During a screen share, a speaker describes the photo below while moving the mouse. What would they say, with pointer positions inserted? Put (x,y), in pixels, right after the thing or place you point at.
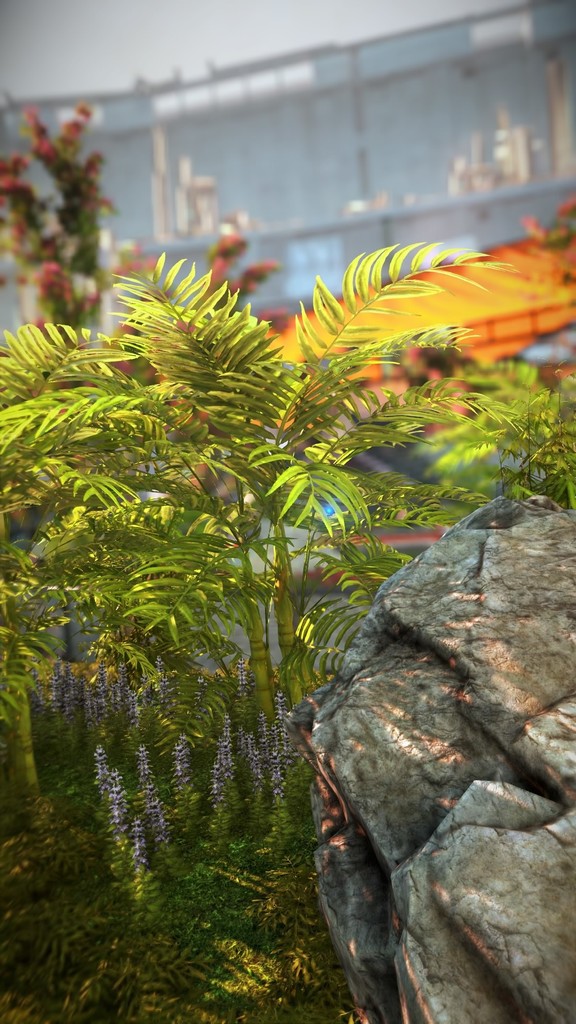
These trees (166,510) with the branches (150,549) and leaves (311,406). I think these are the plants (235,791). This looks like a rock (457,699). In the background (140,149), I can see the building (325,125).
